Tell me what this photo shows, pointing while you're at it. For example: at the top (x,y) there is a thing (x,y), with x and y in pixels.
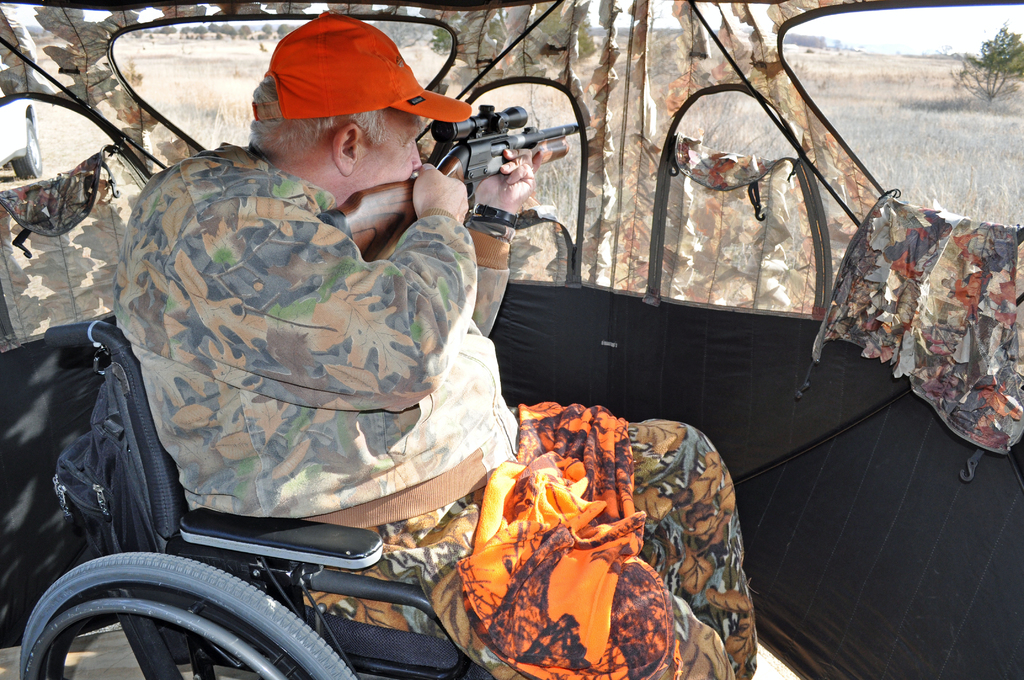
In this picture, we can see a person (311,375) in the tent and the person (317,392) is sitting on a wheelchair (297,586) and holding a gun (462,173). Behind the tent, there is a vehicle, grass (251,42), trees (1002,69) and the sky (896,19).
